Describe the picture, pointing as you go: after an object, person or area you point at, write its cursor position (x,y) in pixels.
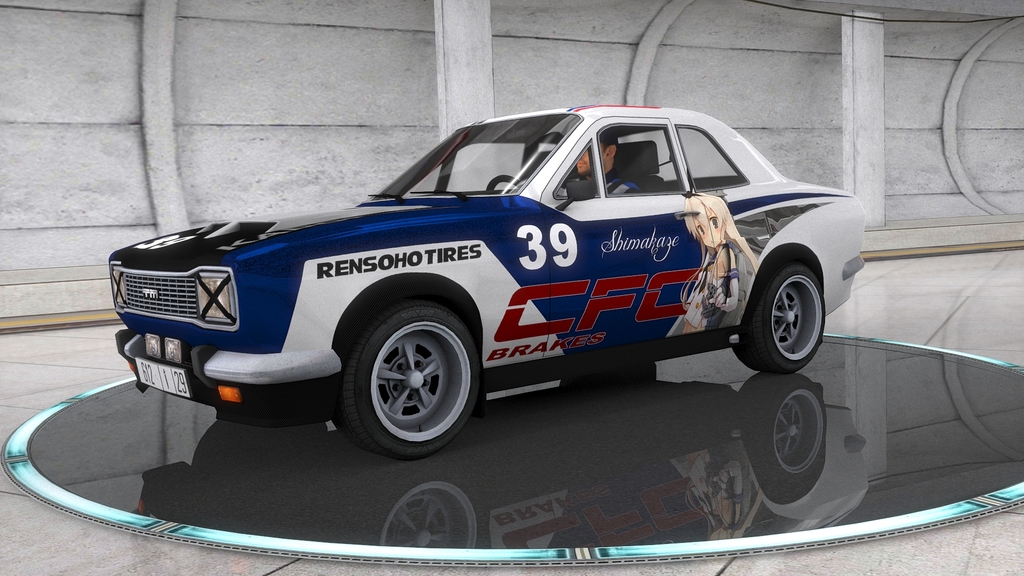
In this image I see a car (386,328) which is of white, blue and black in color and I see numbers (531,265) and words (586,286) written over here and I see the cartoon character (698,285) over here and I see the path (84,332). In the background (841,121) I see the wall (306,80) and I see that a person (609,177) is sitting in the car (559,176).
